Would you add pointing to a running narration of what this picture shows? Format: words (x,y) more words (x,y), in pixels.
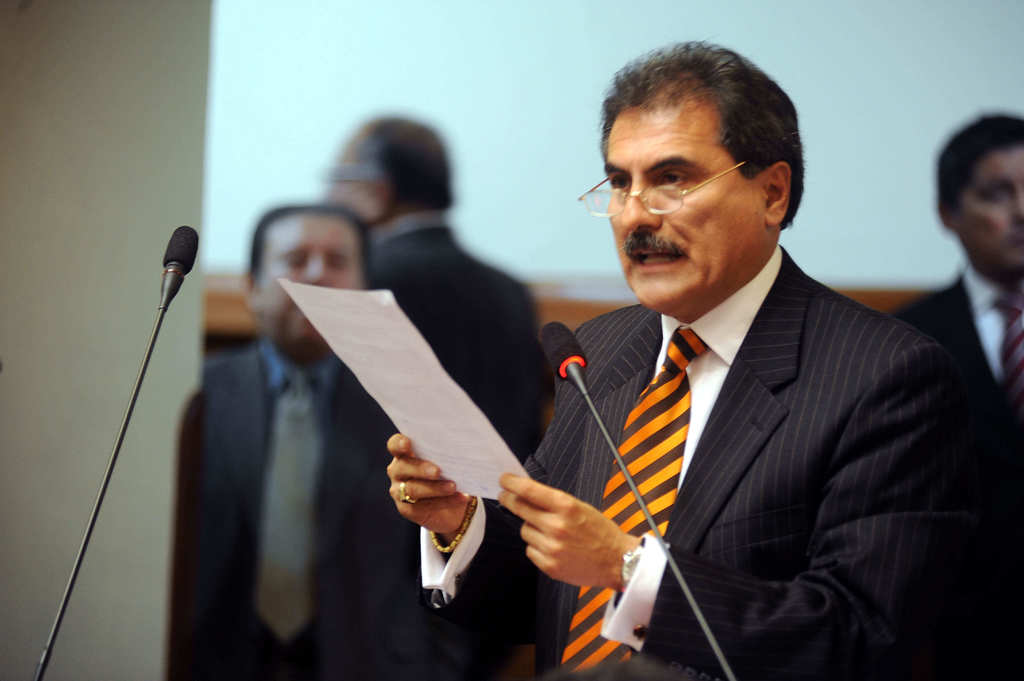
In this image I can see group of people (699,356) standing. In front (797,366) the person (699,356) is wearing black blazer (729,435), white shirt (709,392) and holding the paper (483,465) and I can also see two microphones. In the background (101,256) the wall (101,256) is in white color.
